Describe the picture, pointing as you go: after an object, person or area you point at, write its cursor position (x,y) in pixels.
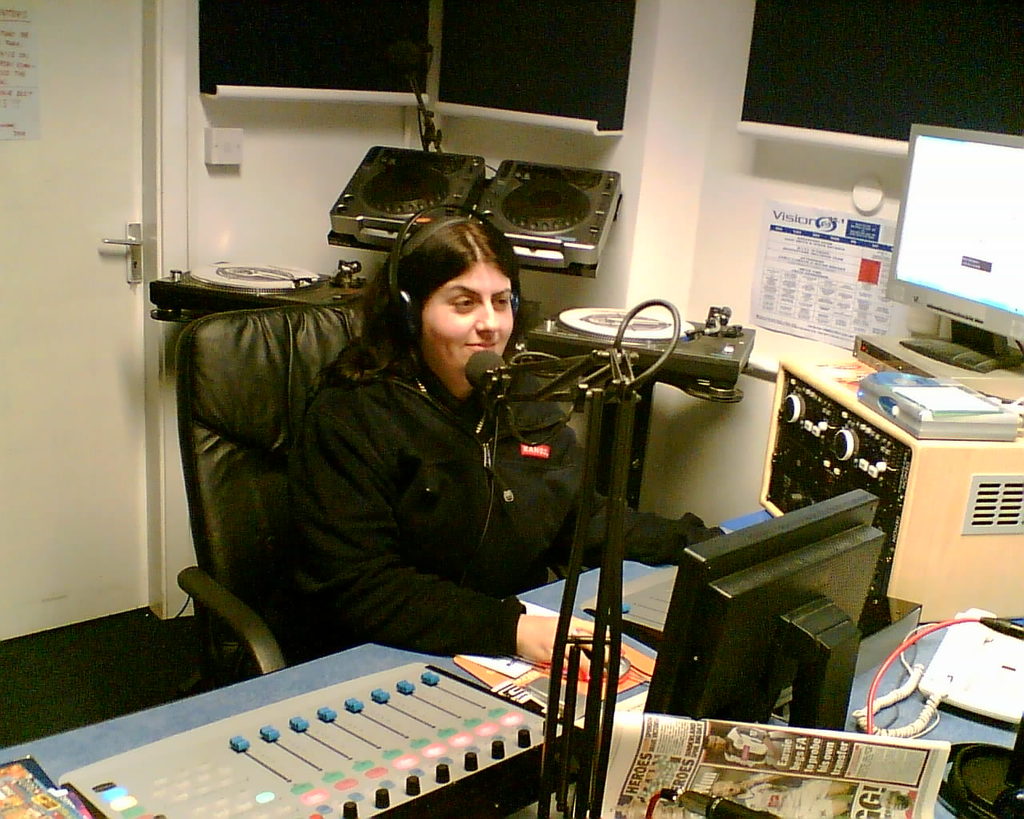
In this picture we can see a woman (345,380) sitting on a chair (211,445) and smiling. In front of her we can see a telephone (980,653), mouse (627,662), newspaper (882,758), devices (873,612), books (58,808) and cables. In the background (646,195) we can see the wall (270,144), door (79,137), posters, devices (552,246) and some objects (761,116).
